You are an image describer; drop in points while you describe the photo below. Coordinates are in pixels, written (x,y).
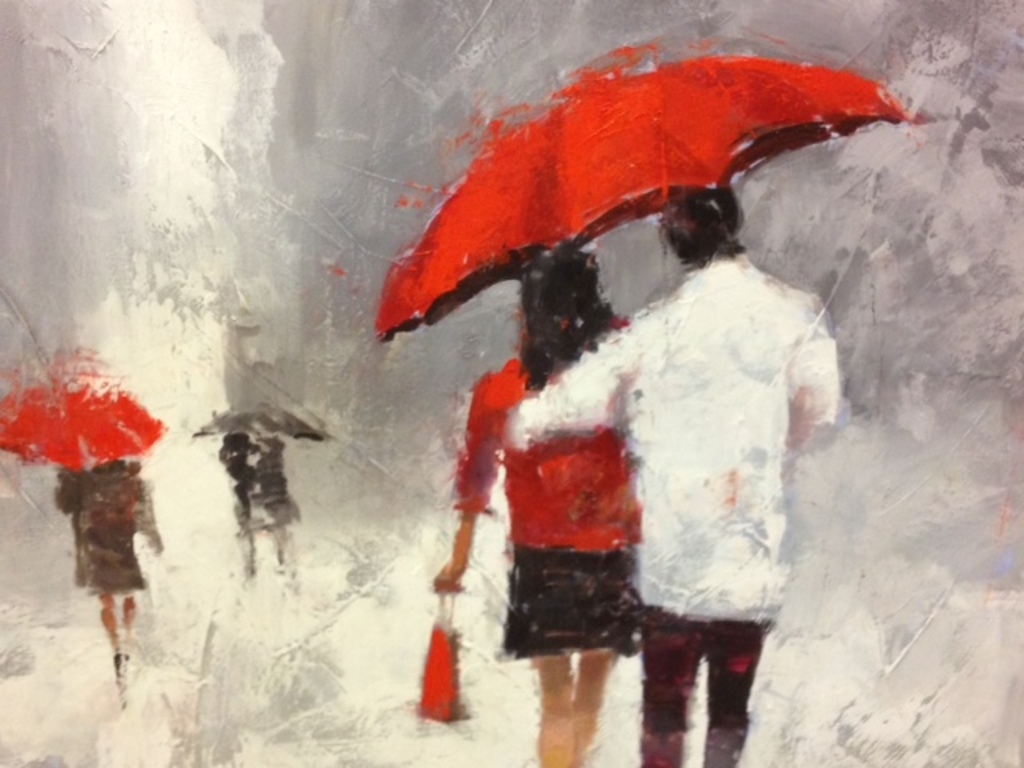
This is an edited image, in the image there are few persons (809,298) holding the umbrella (63,454) and walking on the road (72,595).
